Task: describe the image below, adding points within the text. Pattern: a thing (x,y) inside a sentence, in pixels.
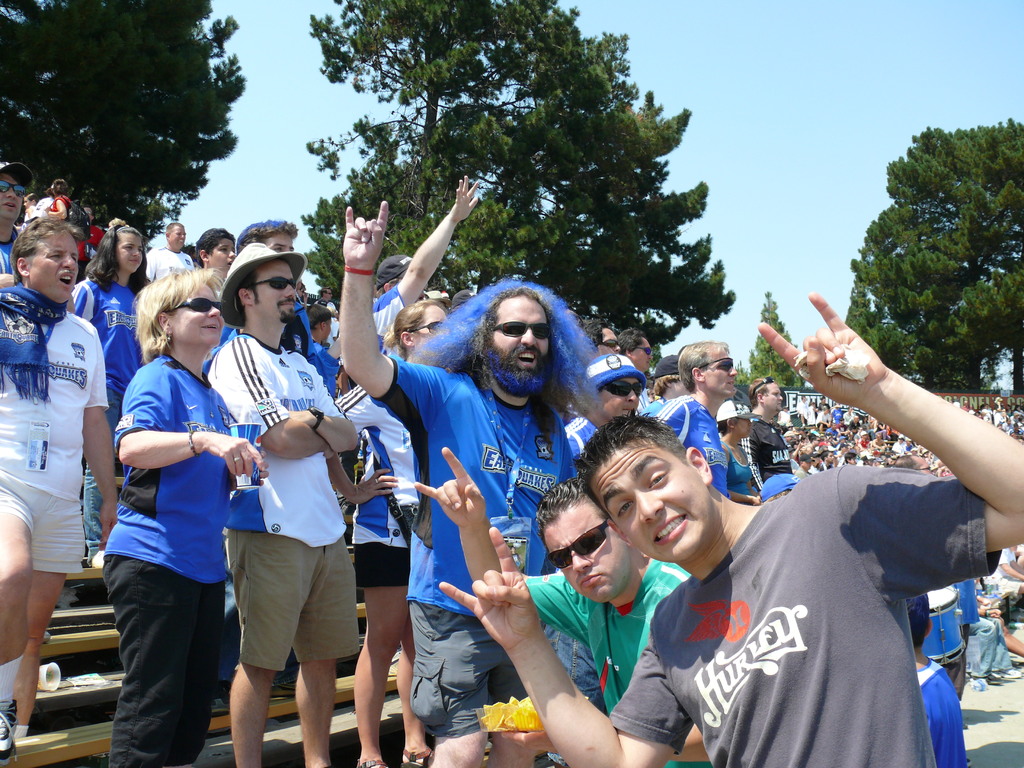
In this image we can see many people (480,441) and few people (488,581) holding some objects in their hands (488,581). There are many trees (529,150) in the image. We can see the sky (804,154) in the image.
